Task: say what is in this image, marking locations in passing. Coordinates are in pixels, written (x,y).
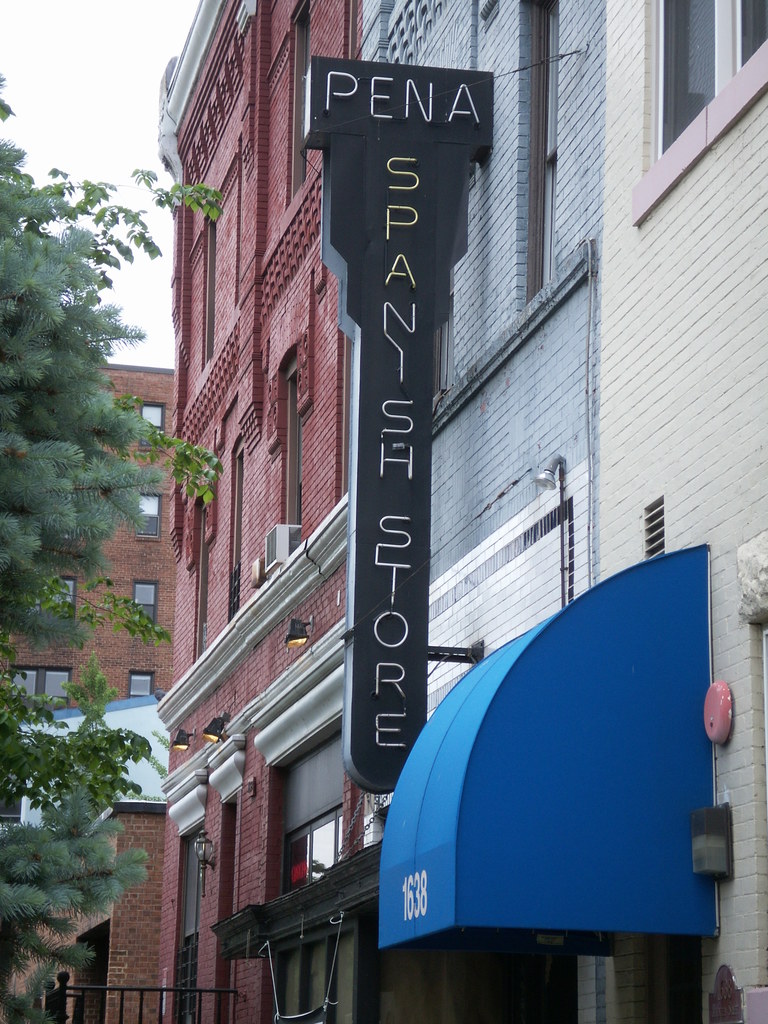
In this image we can see some buildings (474,354) with windows (297,182). We can also see a signboard (425,205) with some text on it, a fence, a roof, some lights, tree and the sky (135,98) which looks cloudy.
